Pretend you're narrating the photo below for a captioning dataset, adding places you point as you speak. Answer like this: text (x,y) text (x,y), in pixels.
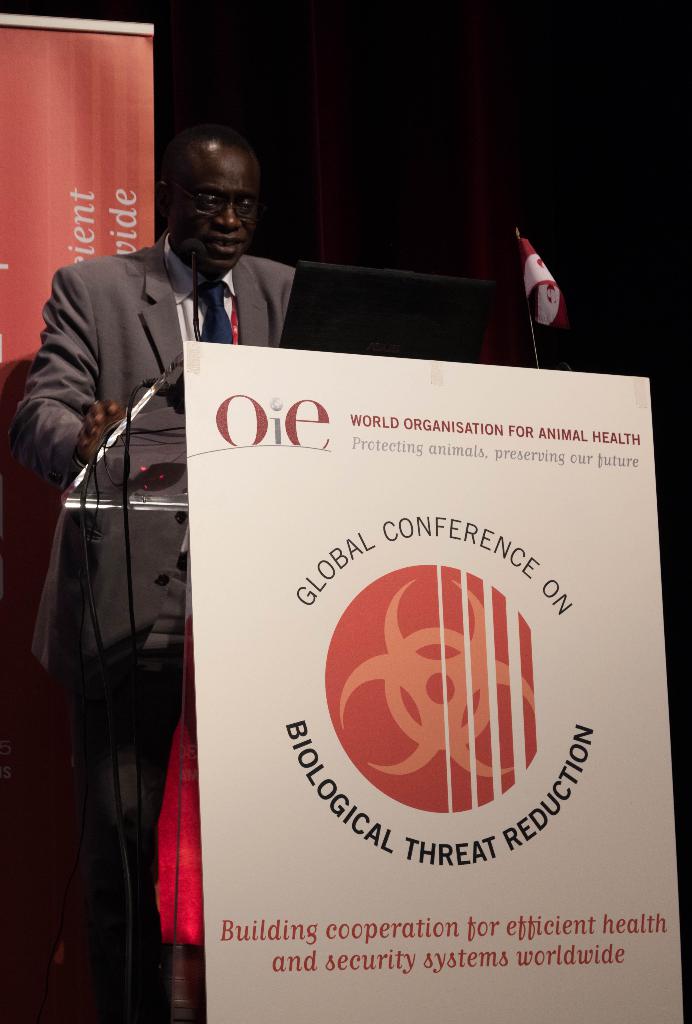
In the image we can see a poster (349,587), podium (170,479), cable wire (128,440), flag (547,309) and microphone (186,253). There is a man (159,320) wearing clothes (128,291), tie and spectacles (243,197). This is a text (77,216).
